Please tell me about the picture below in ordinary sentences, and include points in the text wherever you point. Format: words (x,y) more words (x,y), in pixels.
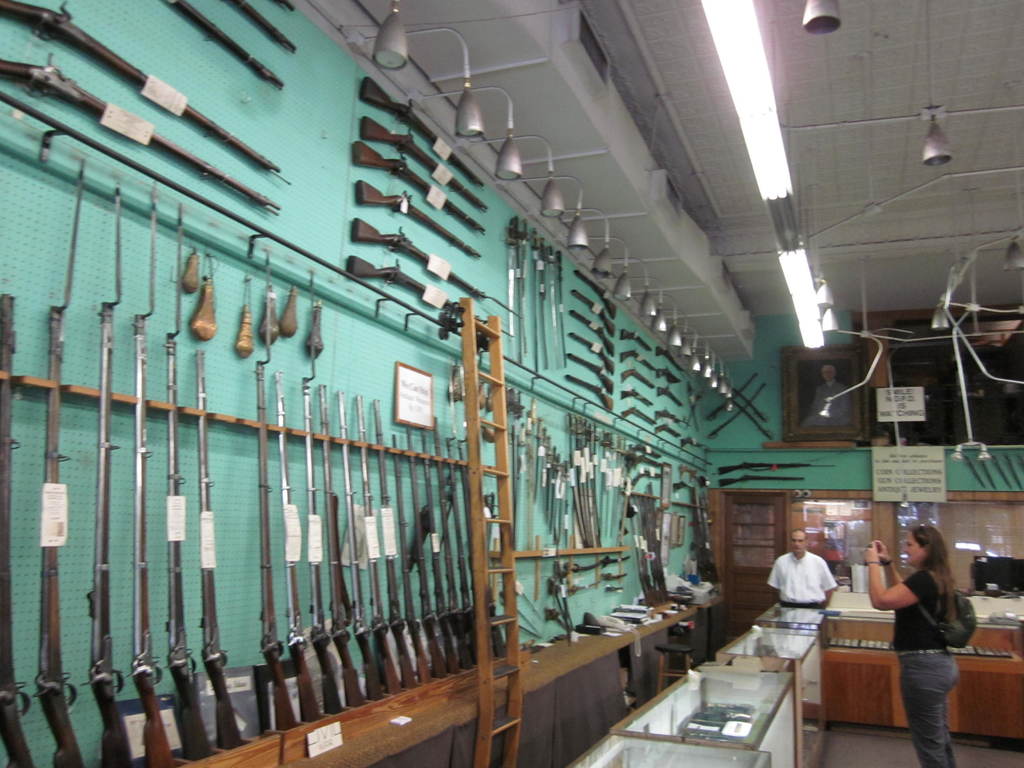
In this image there is a woman (920,638) standing towards the bottom of the image (929,637), she is holding an object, she is wearing a bag (951,623), there is a man (795,533) standing, there is a ladder (476,470) towards the bottom of the image (508,561), there are guns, there is a wall (76,436) towards the left of the image (83,323), there are objects (439,297) on the wall (504,374), there is a photo frame (416,417) on the wall (378,360), there is text (425,390) on the photo frame (425,390), there are lights (578,244), there is a wooden object (971,702) towards the right of the image (876,682), there is a wall (962,480) towards the right of the image (941,461), there are boards (879,455), there is text (911,456) on the boards (903,486), there are objects (972,308) towards the right of the image (992,338), there is a roof (919,175) towards the top of the image (906,142).
